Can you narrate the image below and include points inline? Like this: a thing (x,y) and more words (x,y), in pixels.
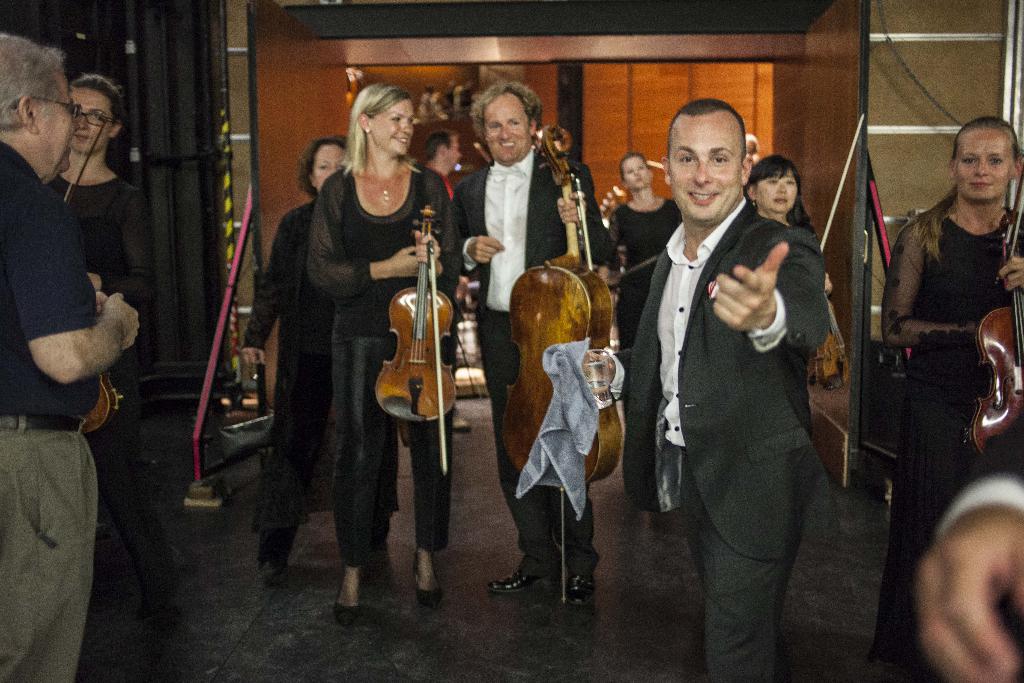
In this image I see number of people (24,648) who are on the path (522,682), in which few of them are holding the musical instruments (514,323) and few of them are smiling.
